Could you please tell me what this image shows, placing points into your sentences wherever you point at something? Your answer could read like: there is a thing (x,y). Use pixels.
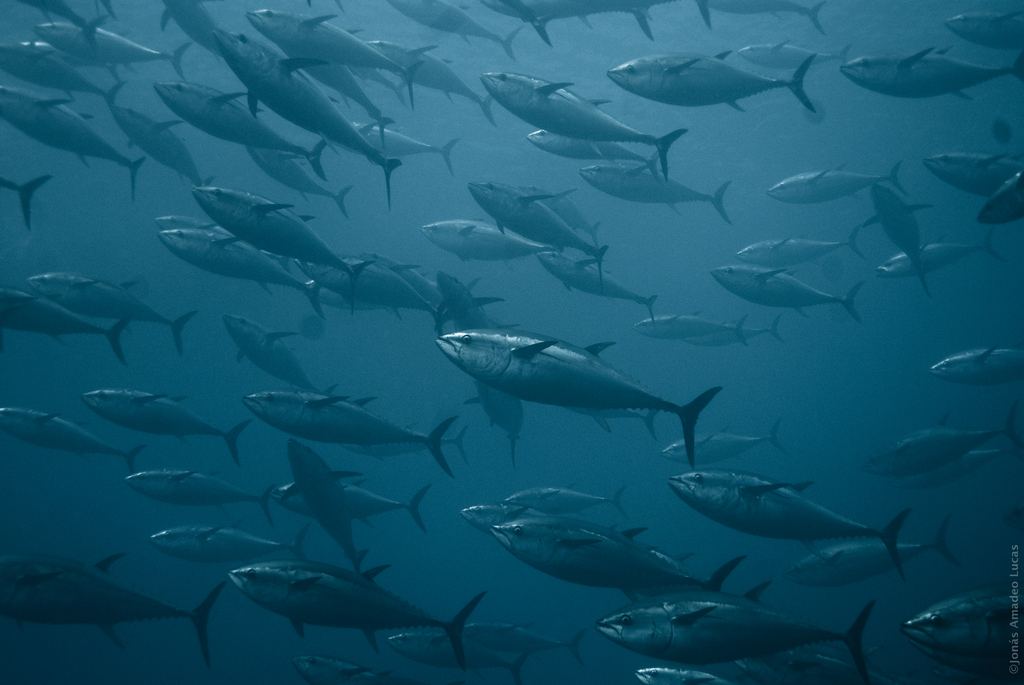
In this image, we can see there are fish (868,605) in the water (926,576). On the bottom right (1016,665), there is a watermark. And the background of this water (73,93) is blue in color.
